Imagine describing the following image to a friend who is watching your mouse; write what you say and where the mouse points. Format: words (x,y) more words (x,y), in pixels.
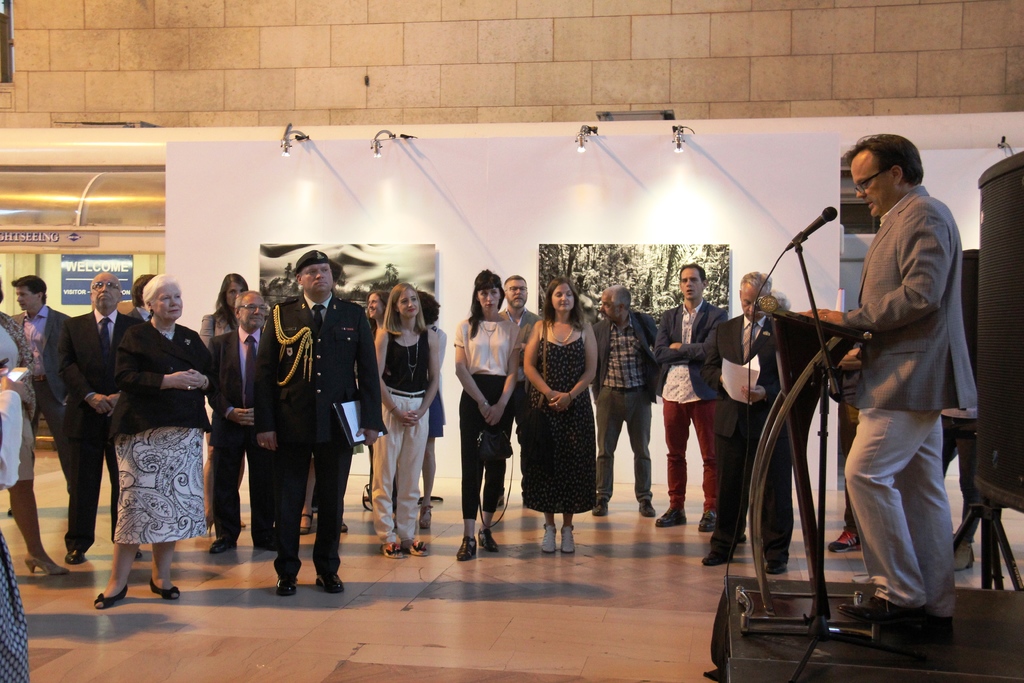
In this picture there are few persons (281,417) standing in the floor (580,589) in the middle (681,453) and there is a man (894,309) standing in front of the podium (798,333) and there is a mike (827,218) visible beside the podium (774,307) on the right side (935,297), at the top (611,157) there is a wall (544,121) and white color fence (258,198) and lights (294,135) visible.
